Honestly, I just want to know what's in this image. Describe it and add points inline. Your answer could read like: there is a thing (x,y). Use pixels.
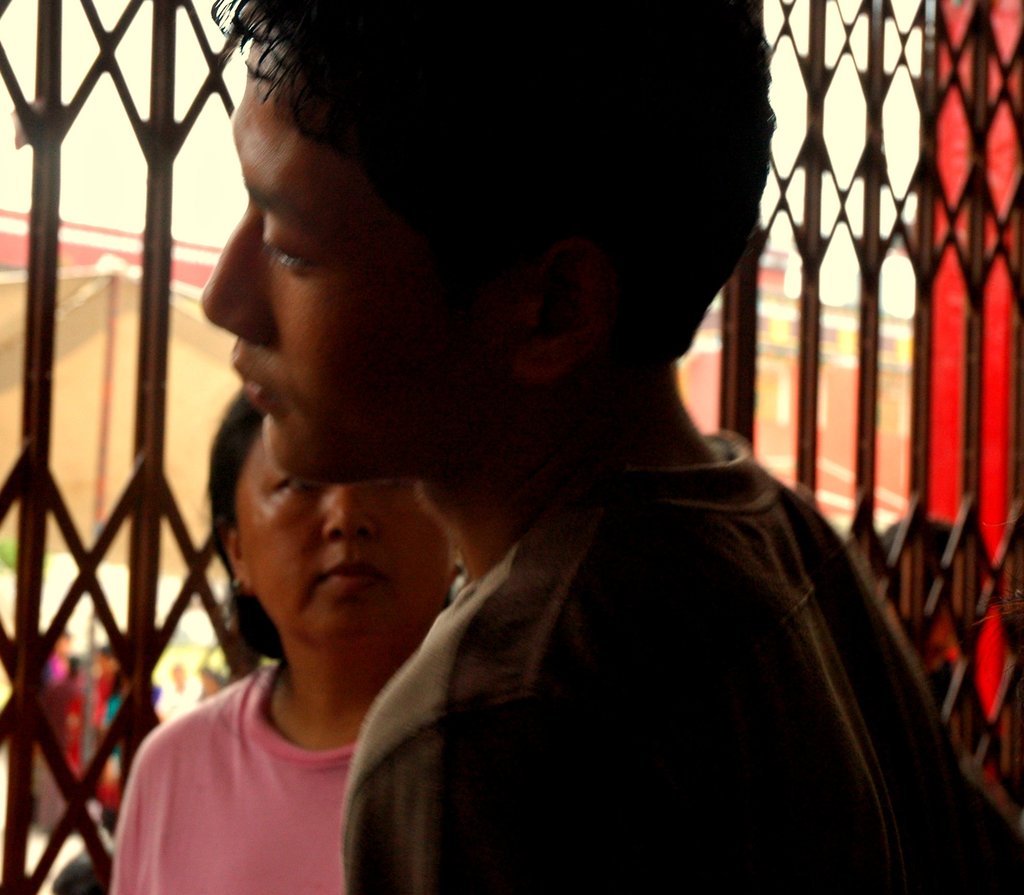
In this picture there is a boy (615,180) in the center of the image (362,320) and there is a woman (342,643) behind him and there is a gate (86,572) in the background area of the image (921,341).
